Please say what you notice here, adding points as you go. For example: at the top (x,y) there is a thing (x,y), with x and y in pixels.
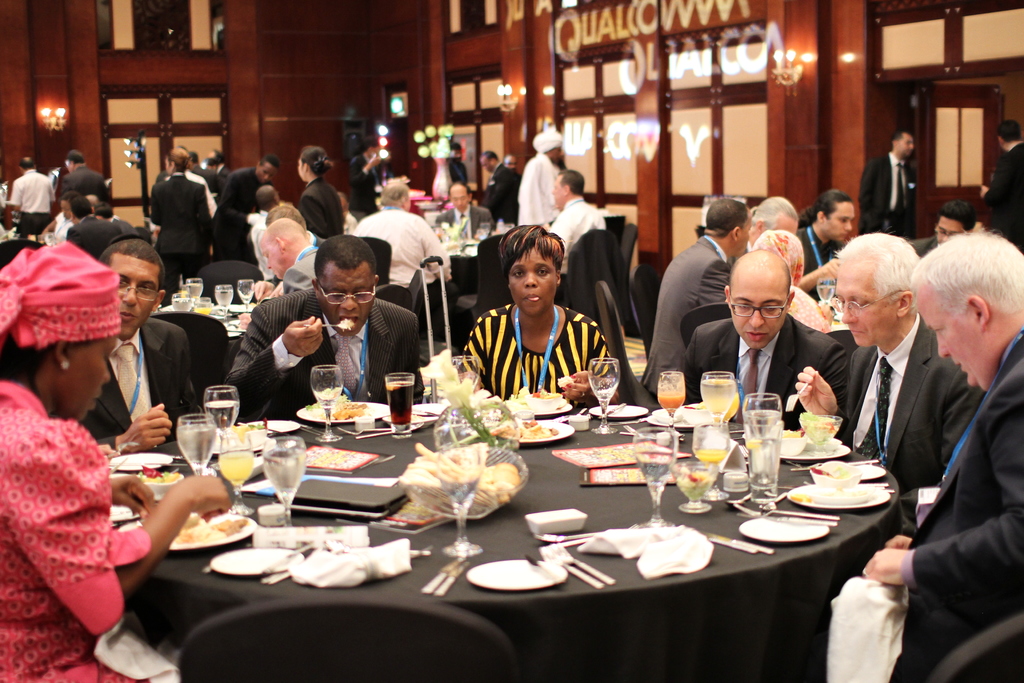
In this image there are group of persons (366,256) who are sitting around the table (511,520) and having their food (436,500) and some drinks (393,391). At the background of the image (371,171) there are some persons (64,192) standing at the foreground of the image (502,568) there are some food items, spoons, forks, plates (520,568), glass (460,471) on top of the table (494,526).
